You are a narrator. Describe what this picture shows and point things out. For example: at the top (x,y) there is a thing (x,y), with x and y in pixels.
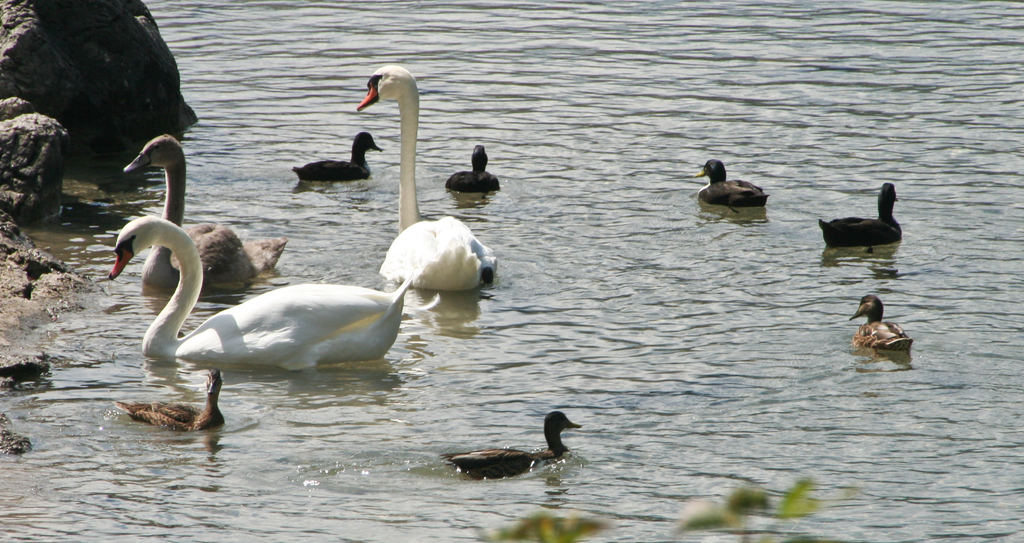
In this image, we can see a few ducks (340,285) in the water (290,196). We can also see some rocks (52,125) on the left side (25,124). We can also see some plants (698,527).
